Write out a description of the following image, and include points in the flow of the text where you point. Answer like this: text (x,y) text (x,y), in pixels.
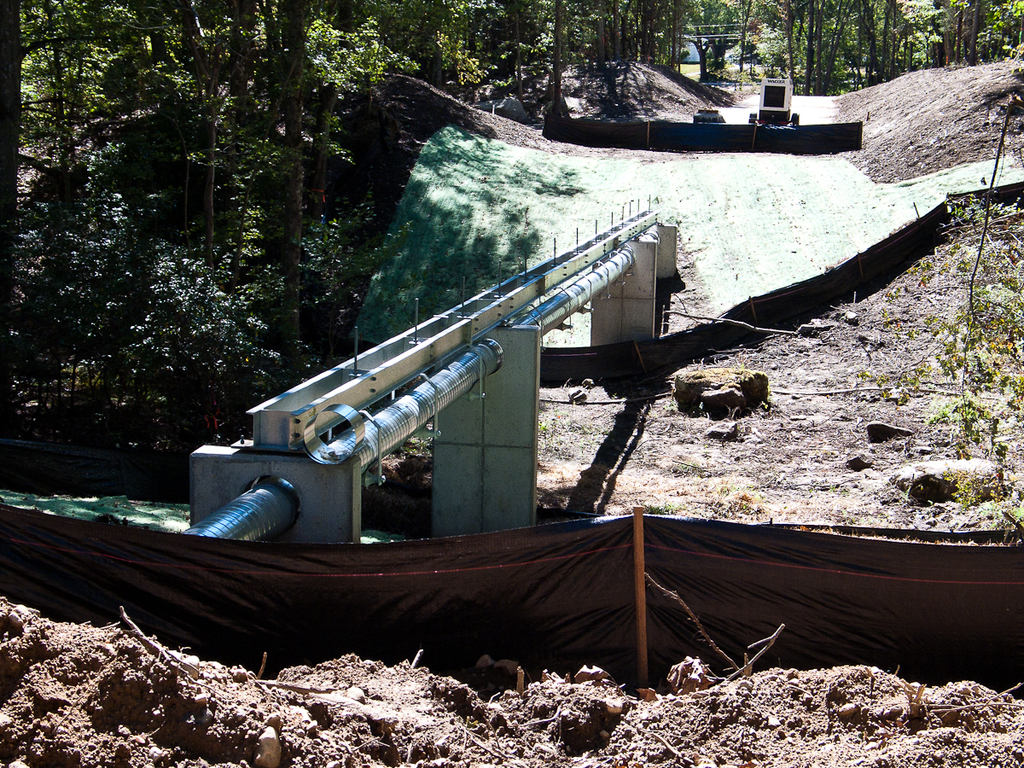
There is a concrete structure (469,382) in the center of the image (520,334). There is a pipe (459,392). In front of the image there is sand (761,690). In the background of the image (125,150) there are trees (353,70).
